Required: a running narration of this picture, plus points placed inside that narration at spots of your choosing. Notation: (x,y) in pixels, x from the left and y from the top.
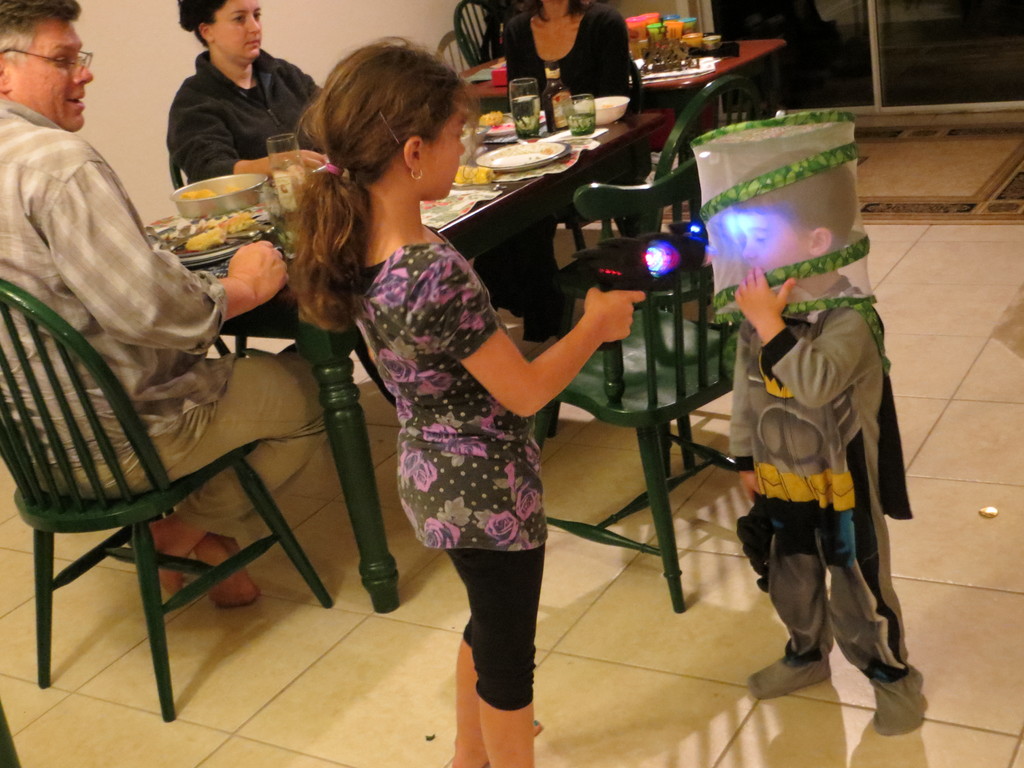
This is the picture where we can see some people (198,90) sitting around the dining table (155,221) and some food items (211,234) and some glasses (520,104) and beside them there are two children (428,357) where the girl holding a gun (641,279) and the boy (821,372).
